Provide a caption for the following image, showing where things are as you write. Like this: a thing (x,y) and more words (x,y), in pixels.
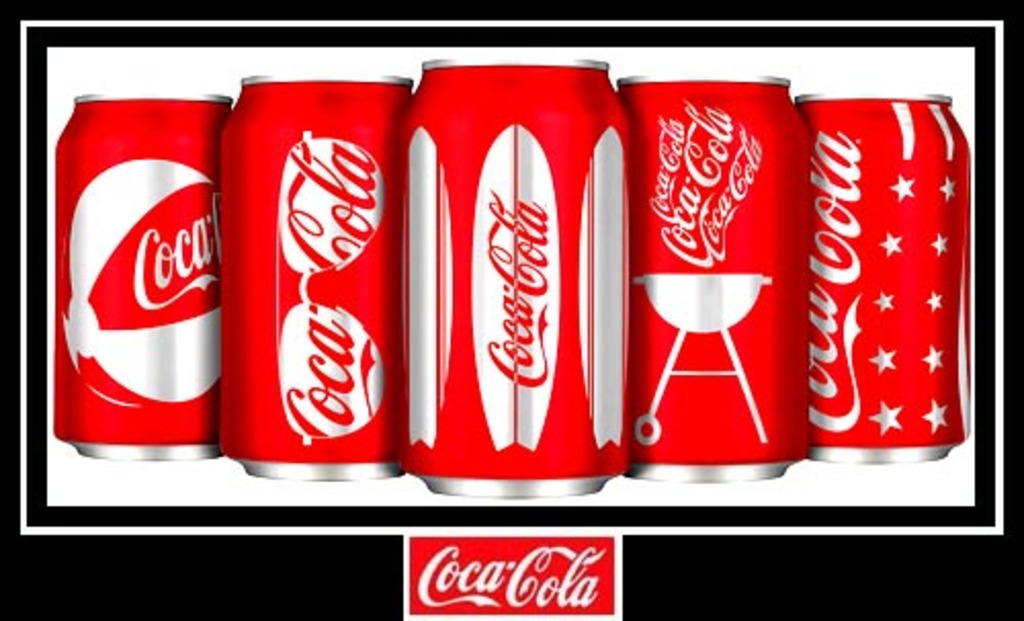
In this image I can see the cool drink cans (514,286) with some text (526,322) written on it.
